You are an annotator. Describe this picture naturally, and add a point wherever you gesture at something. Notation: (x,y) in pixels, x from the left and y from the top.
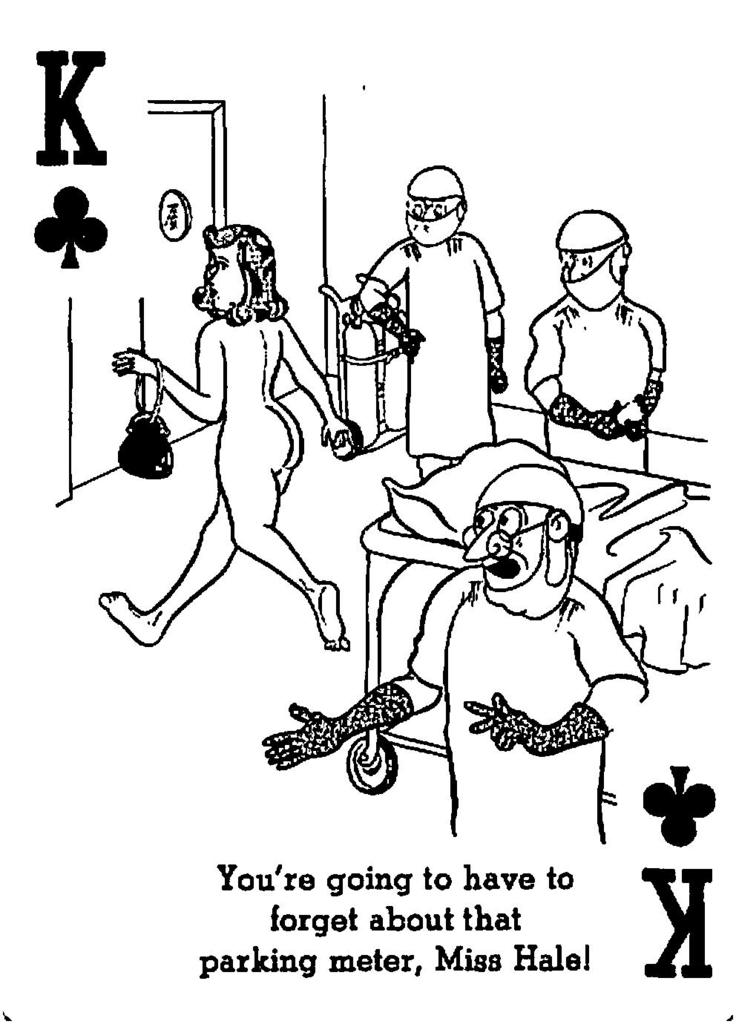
In this image we can see the picture (284,371). In the picture (516,464) there are the images of women (275,419), men (523,501), stretcher (590,520), pillow (471,462) and a cylinder (367,393).
